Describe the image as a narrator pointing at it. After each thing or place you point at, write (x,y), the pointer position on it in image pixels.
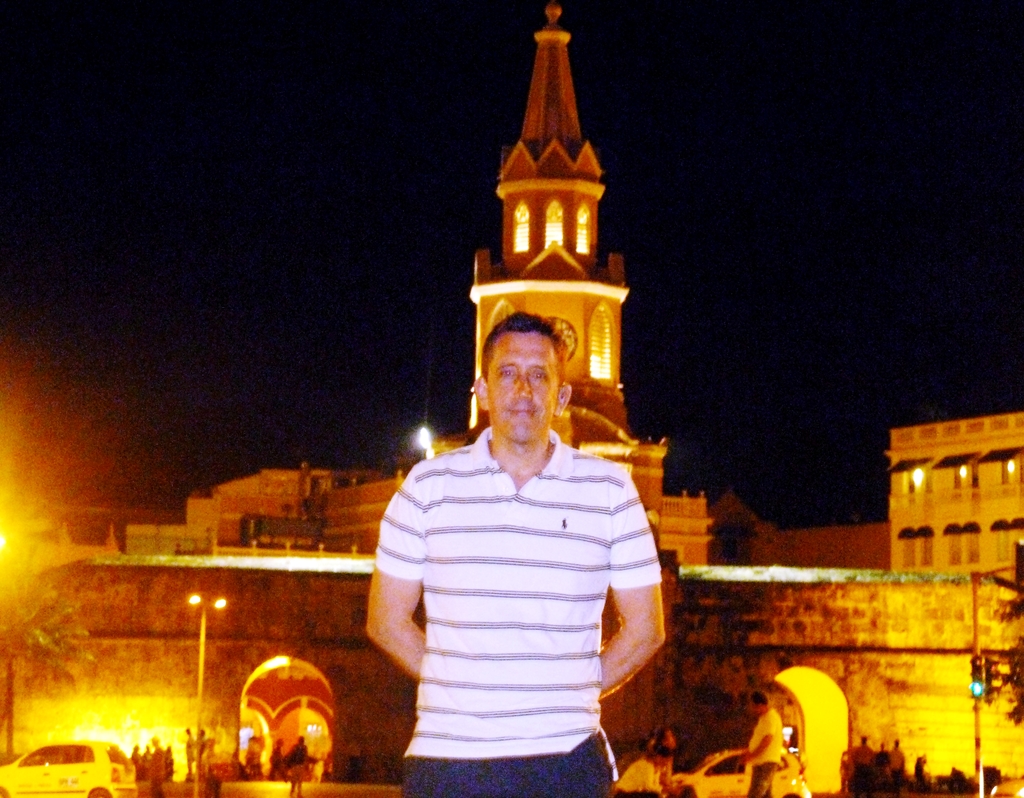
This is the picture of a building (950,478). In this image there is a person (545,728) standing in the foreground (418,760). At the back (304,505) there is a building (308,591). There are trees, vehicles (52,795) and poles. At the top (369,141) there is sky (189,210).
